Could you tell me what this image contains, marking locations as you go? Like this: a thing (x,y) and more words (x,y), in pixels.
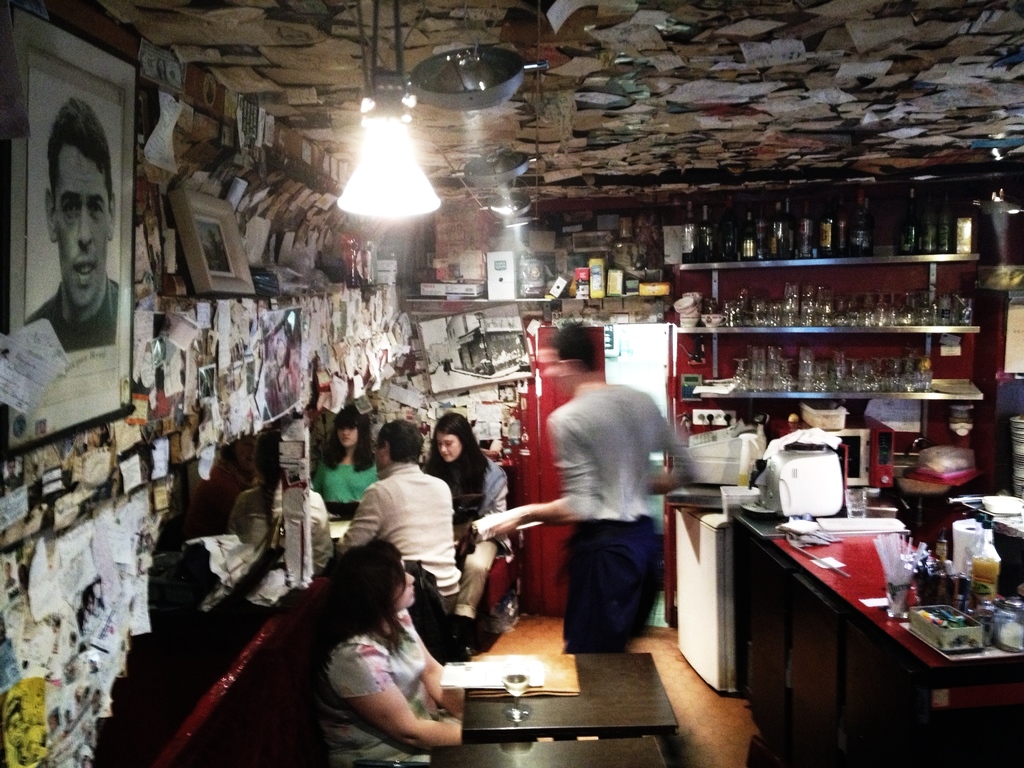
This picture is clicked inside the room (756,329). On the left (232,518) we can see the group of people (398,515) sitting on the benches (261,715). In the center (609,438) there is a person (624,425) holding some object (509,516) and standing on the floor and we can see the tables (598,750) on the top of which glass (520,686), books (557,666) and many other objects (831,473) are placed. At the top (720,30) there is a roof (682,115) and a light (408,162) hanging on the roof (351,156). On the left (135,249) we can see the picture frames (101,236) hanging on the wall (206,321). In the background (753,278) we can see the cabinets (768,262) containing bottles of drinks (775,242) and the glasses (909,371) and we can see the papers (269,333) hanging on the wall (258,413) and we can see many other objects (715,418).
